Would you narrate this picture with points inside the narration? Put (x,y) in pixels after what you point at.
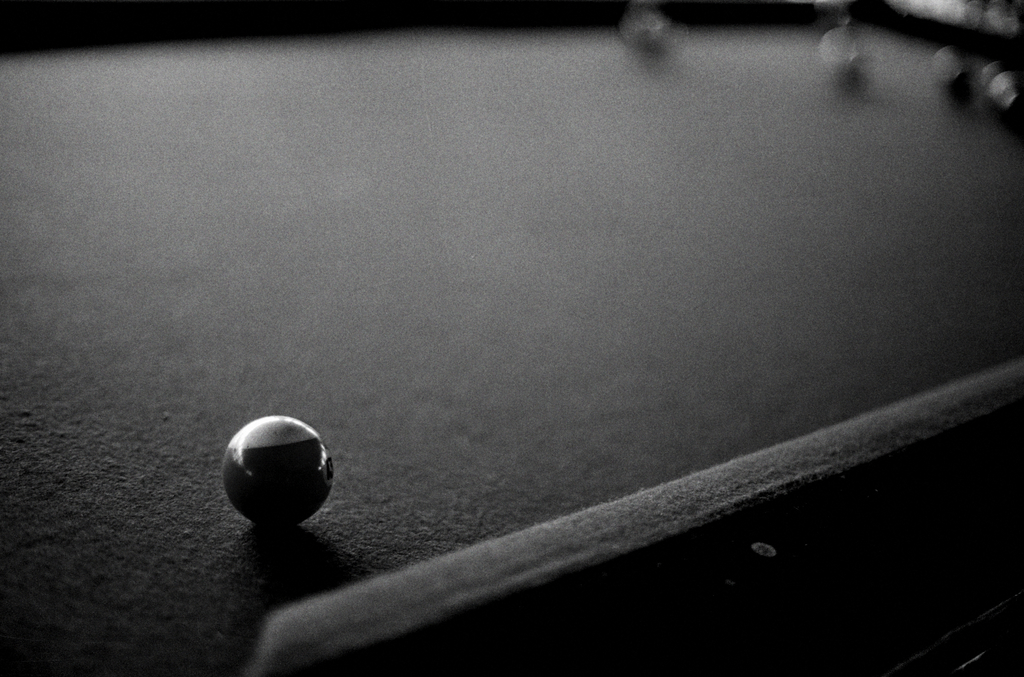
The image looks like it is a snooker table (330,311). On the left (268,469) we can see a ball (316,440). At the top (602,53) it is blurred.
